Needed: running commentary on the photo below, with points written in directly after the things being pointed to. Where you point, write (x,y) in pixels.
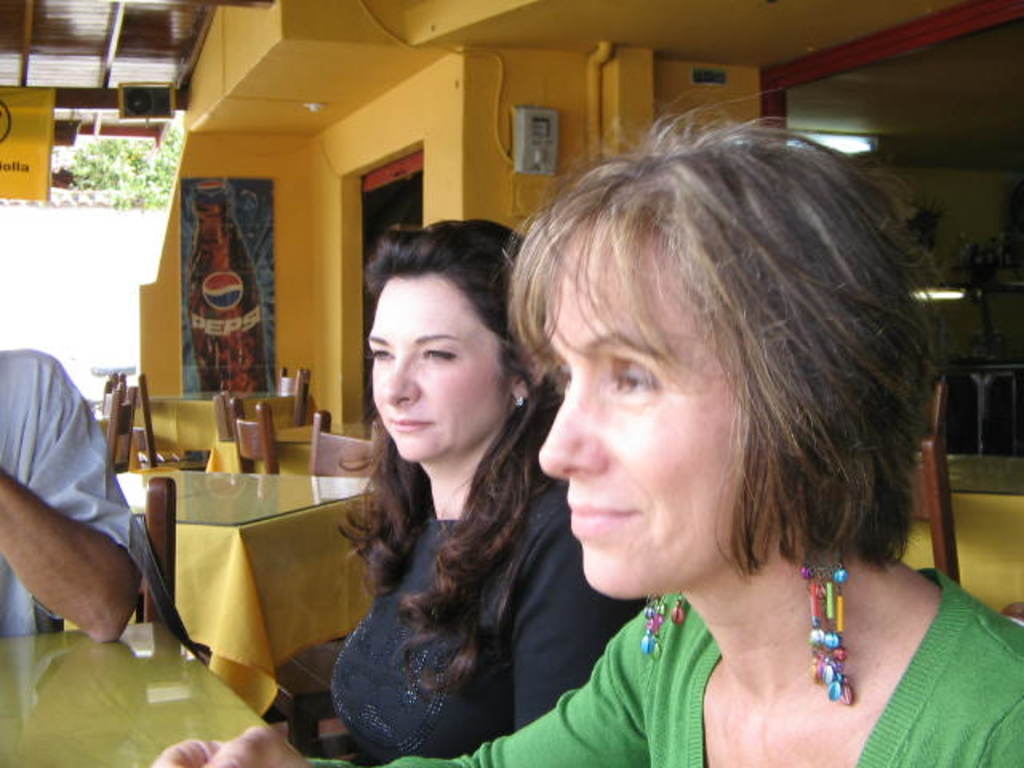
There are three people (637,407) in this image. This image consists of tables (251,499), many chairs (251,425) and a wall (292,166) with a poster (199,330) and door (381,212). At the top (782,19) the image there is a roof (700,32).
